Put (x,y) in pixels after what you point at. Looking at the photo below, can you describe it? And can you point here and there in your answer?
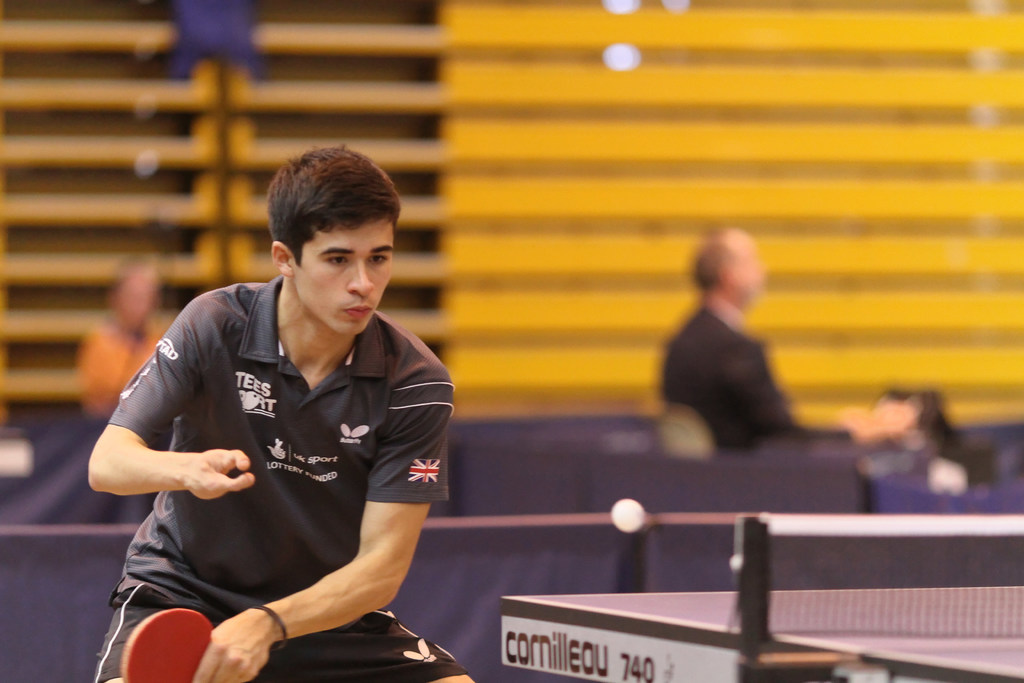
In this picture, we can see a few people (312,333) and among them a person (289,503) holding a table tennis bat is highlighted, we can see table tennis board (820,599), net (851,560), ball (637,525), and the blurred background (662,535) with some objects (26,561).
